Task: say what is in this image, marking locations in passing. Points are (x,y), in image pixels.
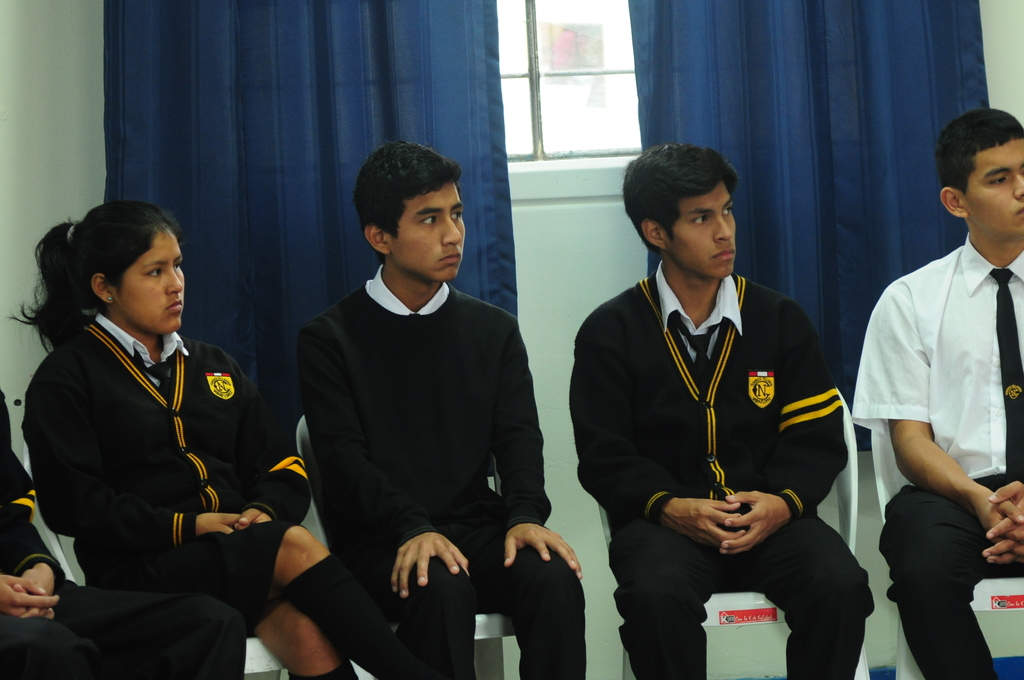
In this image, we can see people (327,311) wearing uniforms (279,494) and are sitting on the chairs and some of them are wearing coats (477,375). In the background (439,88), there are curtains (368,46) and we can see a window (584,67) and a wall (3,136).
